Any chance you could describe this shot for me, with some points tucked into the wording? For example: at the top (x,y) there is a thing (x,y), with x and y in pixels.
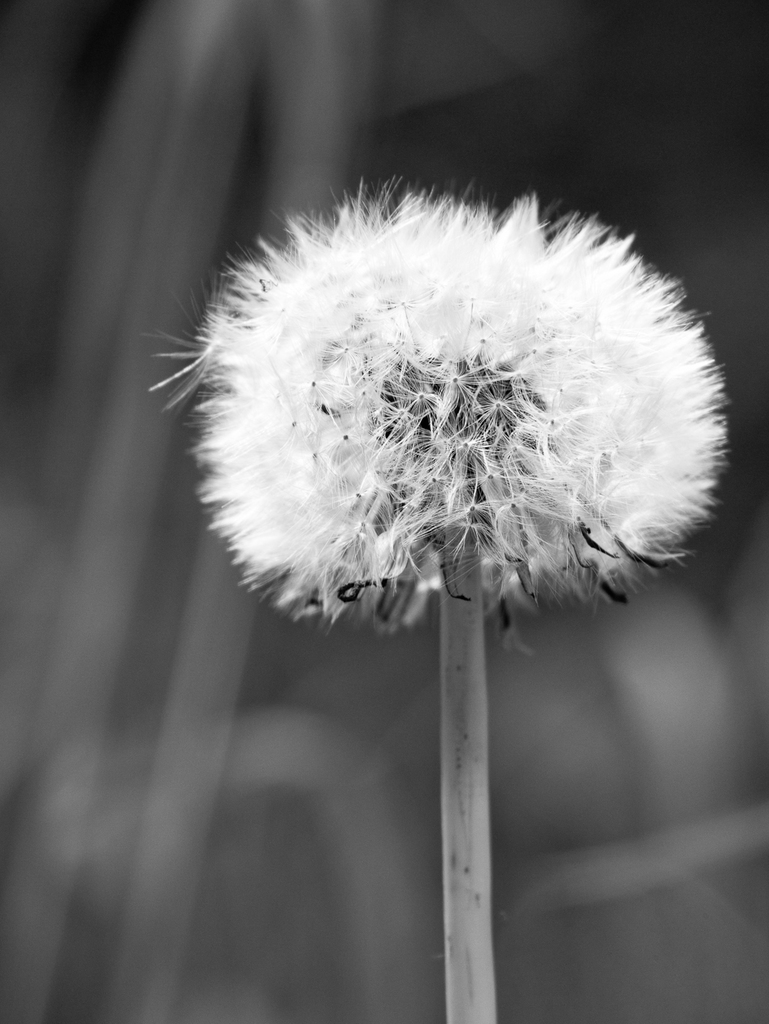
In this picture we can see a stem (449,582) with a flower (311,461) and in the background (296,160) it is blurry.
